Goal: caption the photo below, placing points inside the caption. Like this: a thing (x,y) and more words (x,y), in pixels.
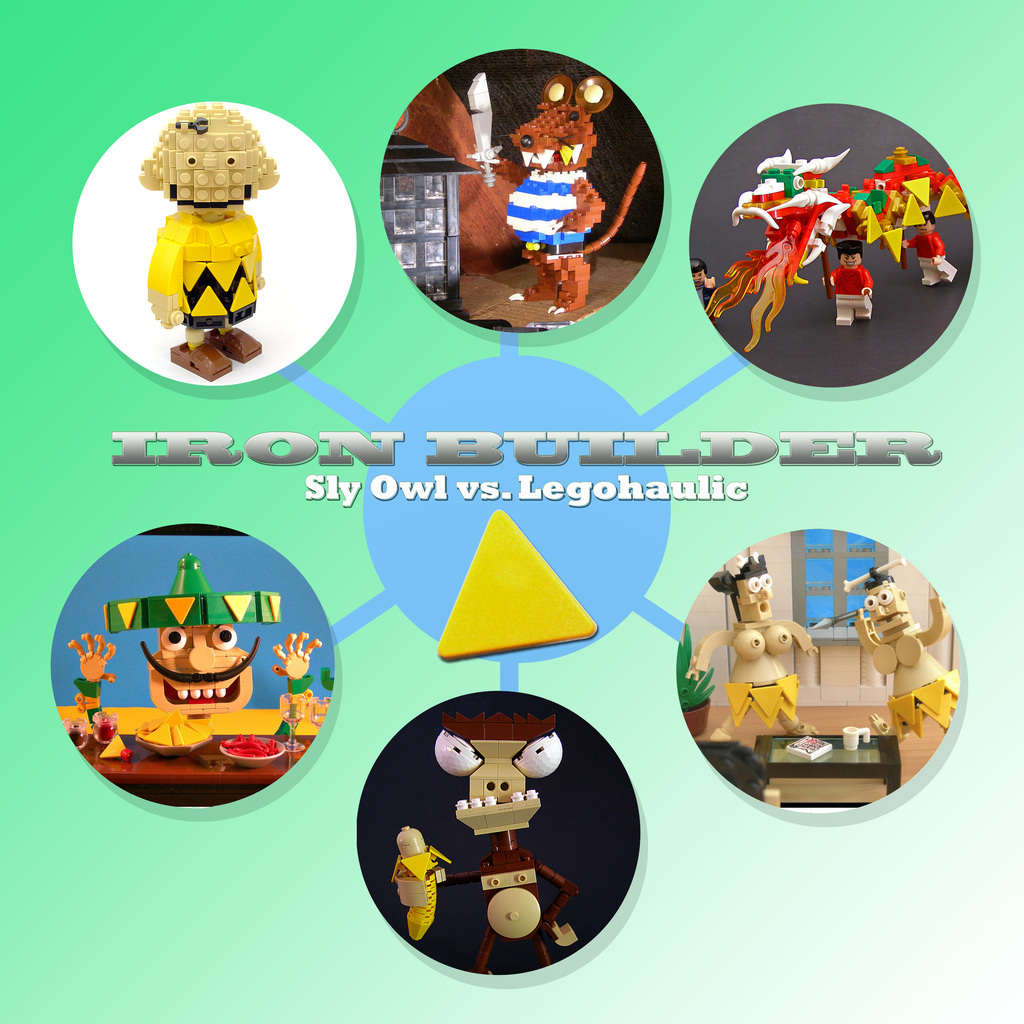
In this picture I can see a poster (351,391) on which I can see some toys (756,749) and some text (421,487).
